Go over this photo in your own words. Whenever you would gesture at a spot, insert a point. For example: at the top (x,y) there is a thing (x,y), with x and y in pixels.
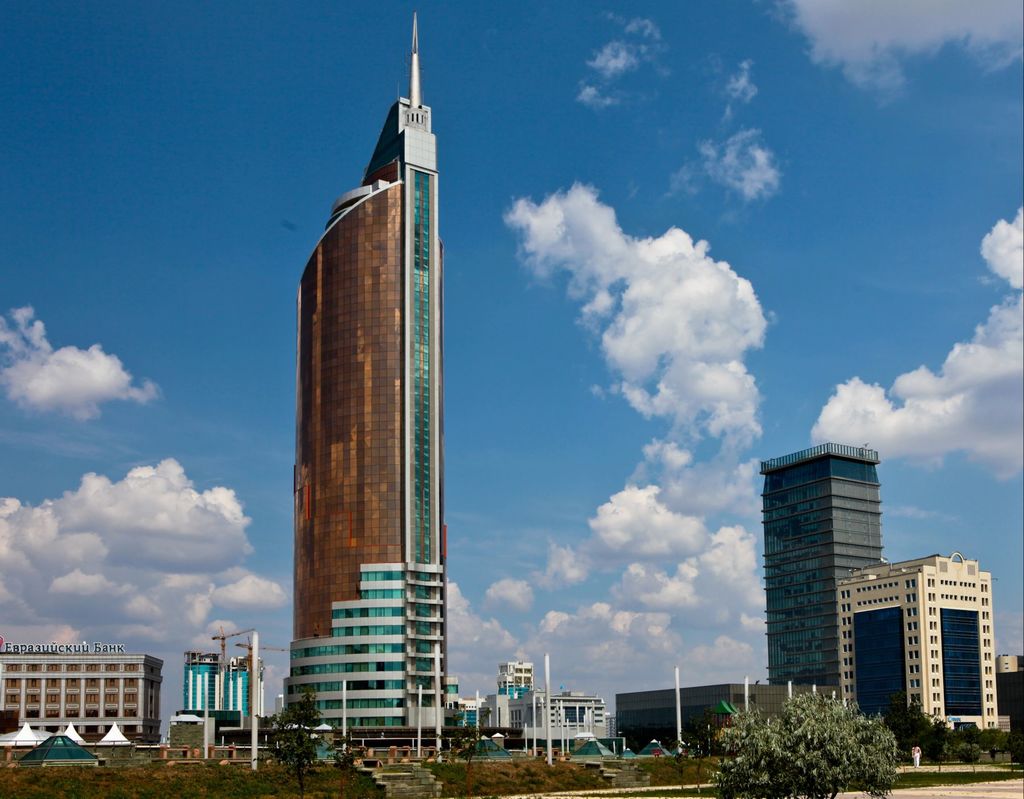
As we can see in the image, there are few buildings (845,596). On the top (545,113) there is sky (578,157) and clouds (684,359). In the front (817,748) there is a tree (812,758).
